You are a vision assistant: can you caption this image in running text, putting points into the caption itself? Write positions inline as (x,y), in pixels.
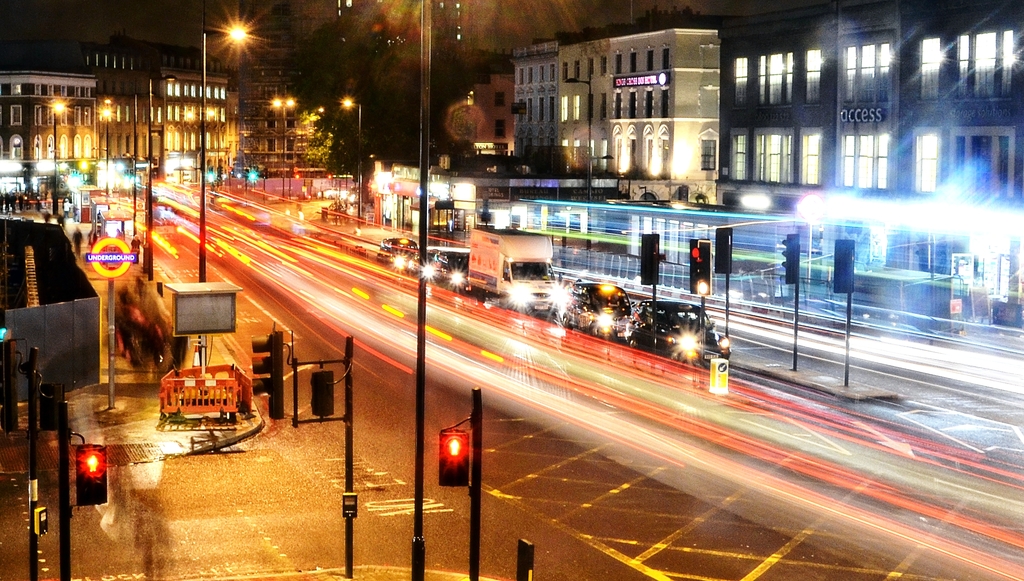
On the left side (47,398), there is a road (267,487), lights (318,412) attached to the poles (424,404), there are persons (79,250) on the footpath (81,225). On the right side (986,545), there are roads (831,414) on which, there are vehicles (715,322) and there are buildings (653,203). In the background (469,211), there are buildings (2,85) and trees (375,78). And the background (397,86) is dark in color.
